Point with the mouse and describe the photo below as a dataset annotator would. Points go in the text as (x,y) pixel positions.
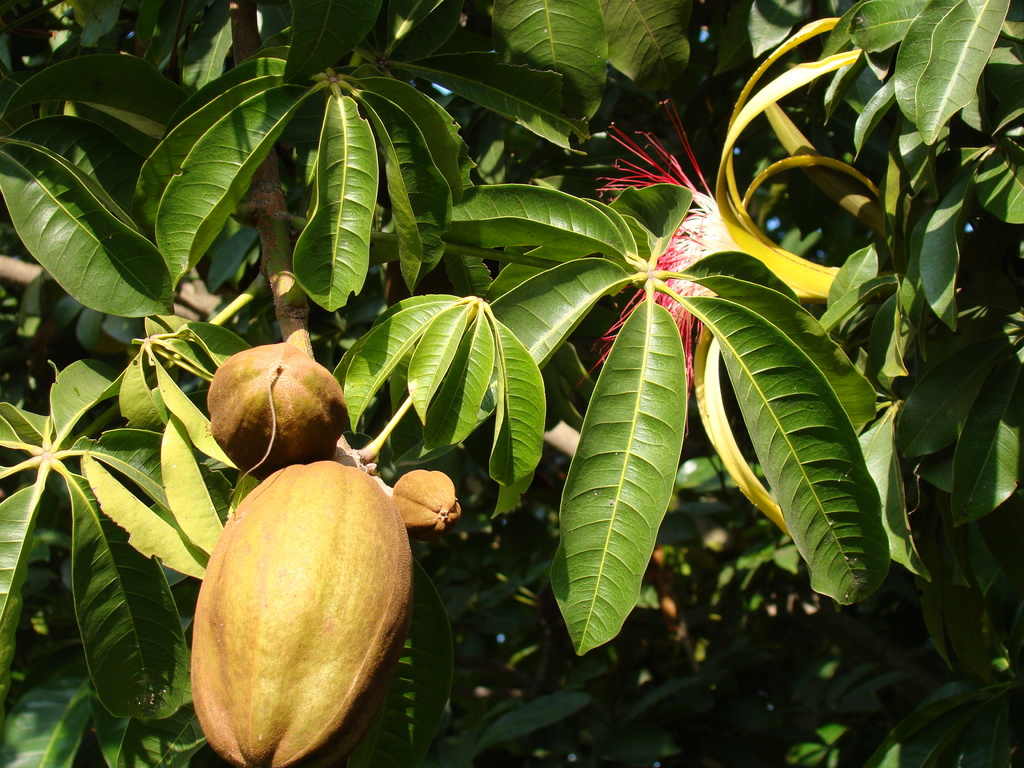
In this image, there are a few trees (419,317), fruits (301,749) and a flower (709,193).
